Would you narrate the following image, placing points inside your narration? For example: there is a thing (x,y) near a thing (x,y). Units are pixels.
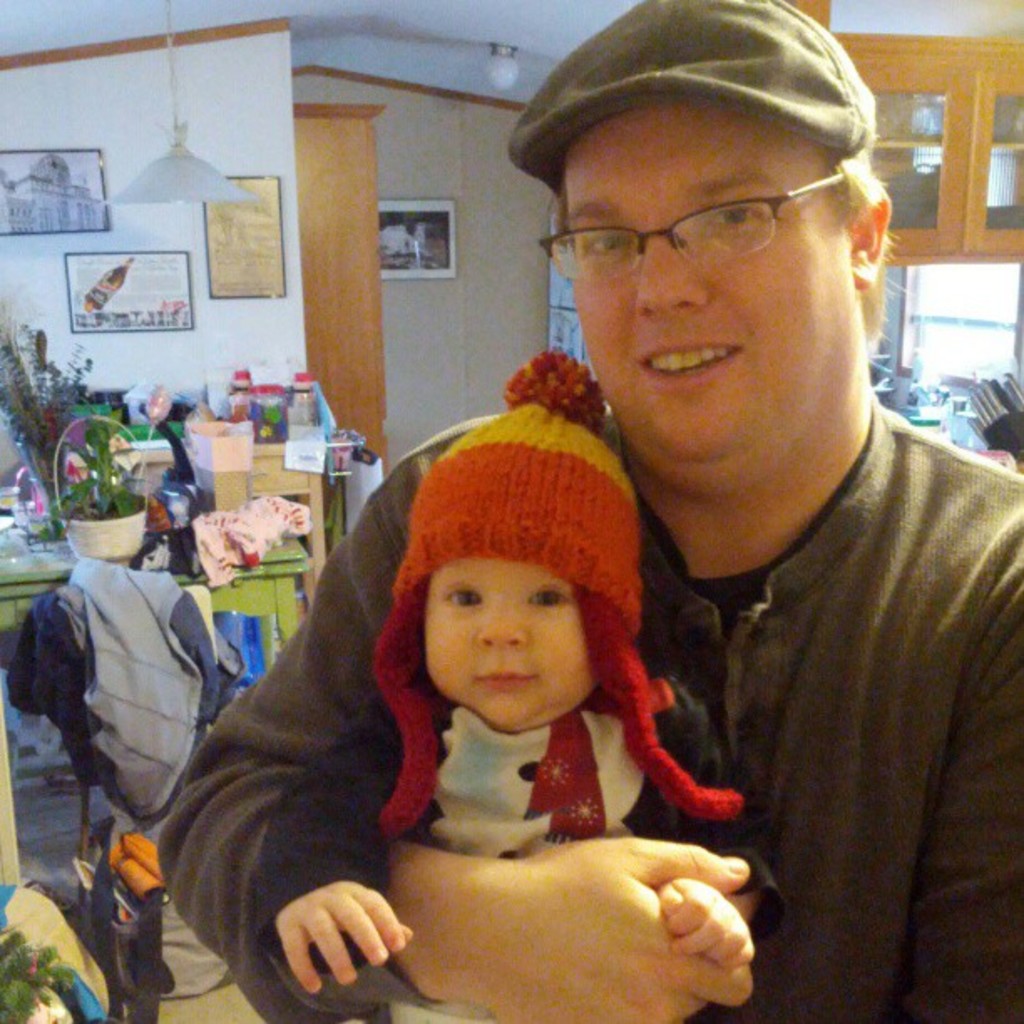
In this image in the foreground (876,216) a man (885,204) holding a baby (459,610) behind him there is the wall (253,170), on the wall (39,289) there are photo frames (412,217) attached, on the left side (33,564) there is a table (33,564), on which there is a cloth (267,519), flower pots (110,529), plants (54,426), bottle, in front of table (246,589) there is a chair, on which there is a cloth (158,621), there is a cupboard (926,69) visible in the top right (892,43), there are some other objects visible behind him.
